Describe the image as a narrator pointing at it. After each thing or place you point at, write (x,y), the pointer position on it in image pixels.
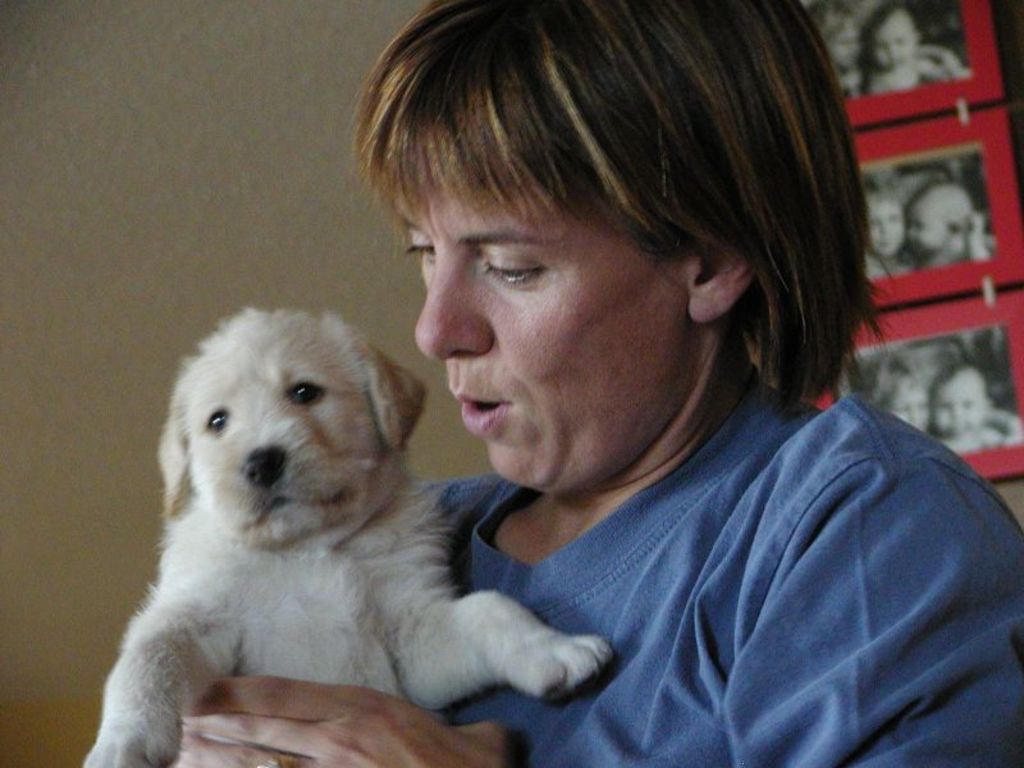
in this image the woman (457,305) is holding the dog (232,486) and she is wearing the blue t-shirt (802,587) and the background of the woman (440,237) some photos (928,250) are there.
